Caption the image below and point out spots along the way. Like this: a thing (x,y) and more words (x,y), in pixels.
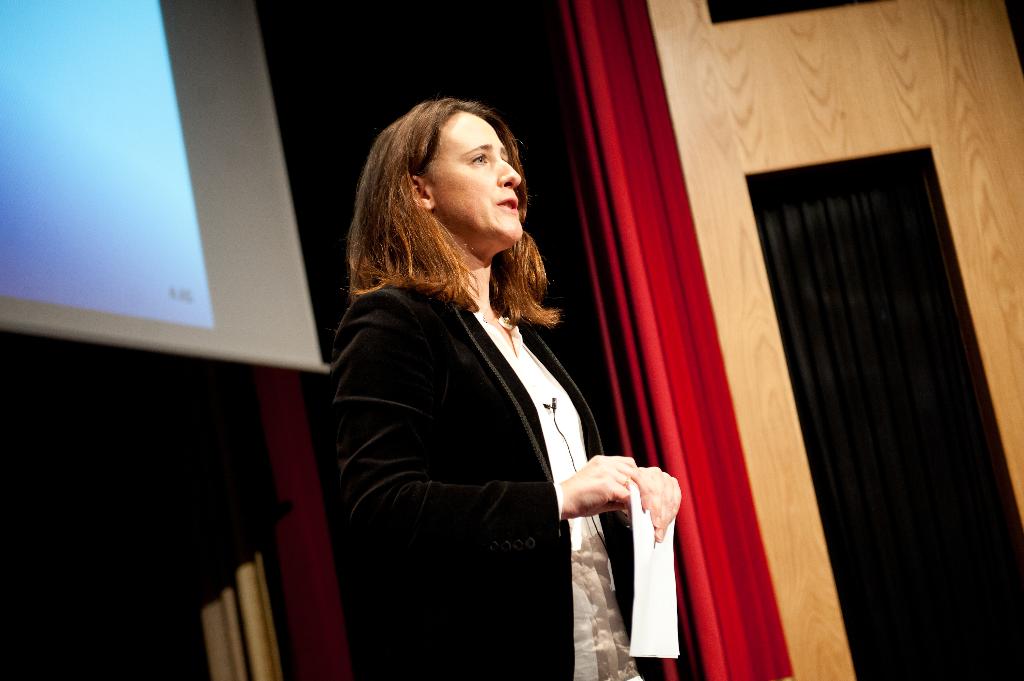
In this picture we can see a woman (484,350), she is holding a paper (642,516) in her hands (667,498), in the background (676,249) we can find curtains (599,281) and a projector screen (252,253).
